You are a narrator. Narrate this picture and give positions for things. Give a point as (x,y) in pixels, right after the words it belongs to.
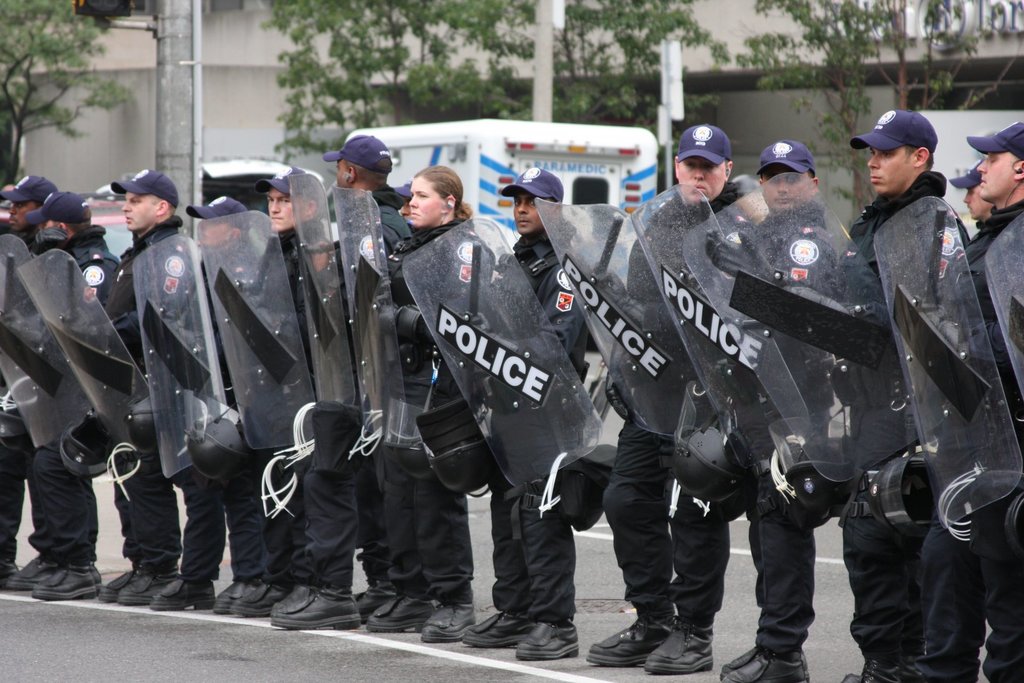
In the picture i can see some group of policemen (362,246) standing, wearing caps (536,172) and holding shields (511,387) in their hands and in the background (586,172) there are some vehicles (586,172), trees (9,56), poles (170,35), wall (104,113).
